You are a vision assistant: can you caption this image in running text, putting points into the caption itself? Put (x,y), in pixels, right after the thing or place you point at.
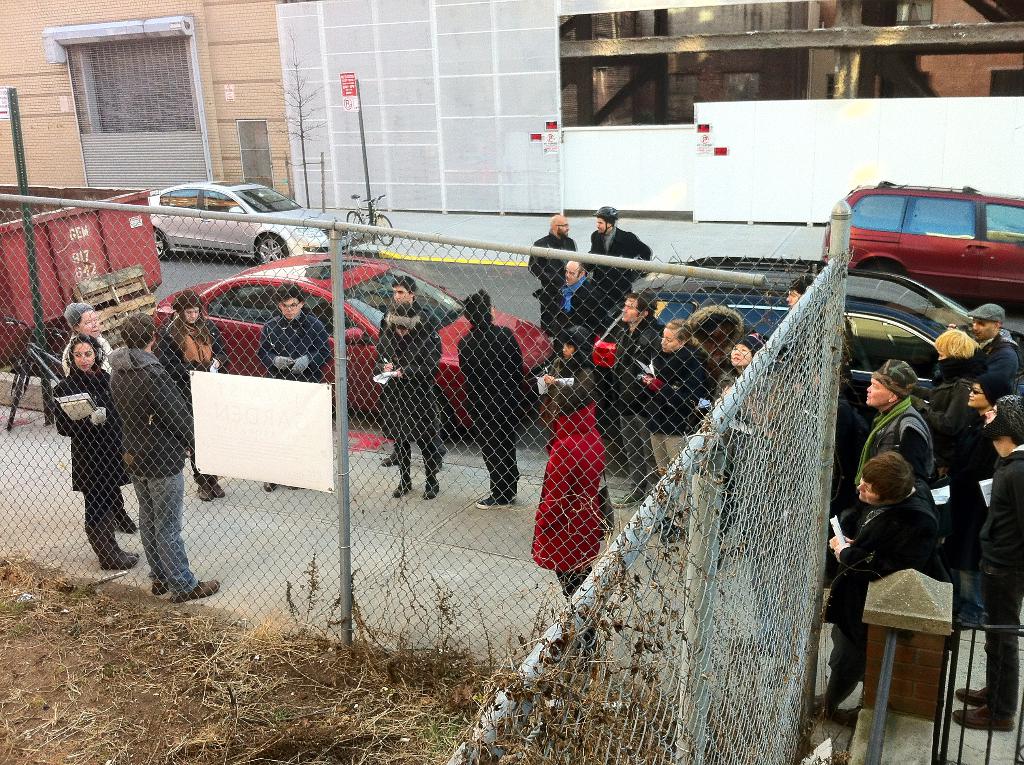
In this picture we can see vehicles (896,241), people (948,393) on the ground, here we can see a fence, grass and in the background (1008,13) we can see buildings (796,134).
